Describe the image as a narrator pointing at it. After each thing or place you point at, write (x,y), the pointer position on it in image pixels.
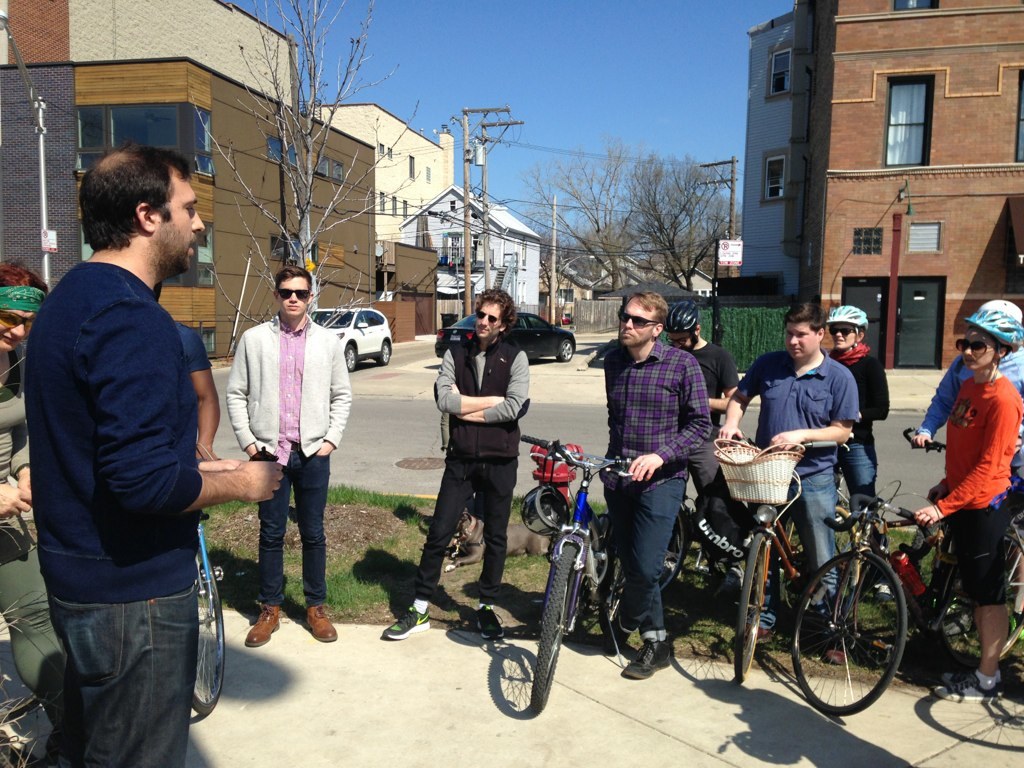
In this Image I see number of people (848,342) who are standing and some of them are with the cycles (539,445). In the background (585,429) I see the road (597,424), 2 cars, buildings (957,4), trees (701,228), poles (734,236) and the sky (706,47).
